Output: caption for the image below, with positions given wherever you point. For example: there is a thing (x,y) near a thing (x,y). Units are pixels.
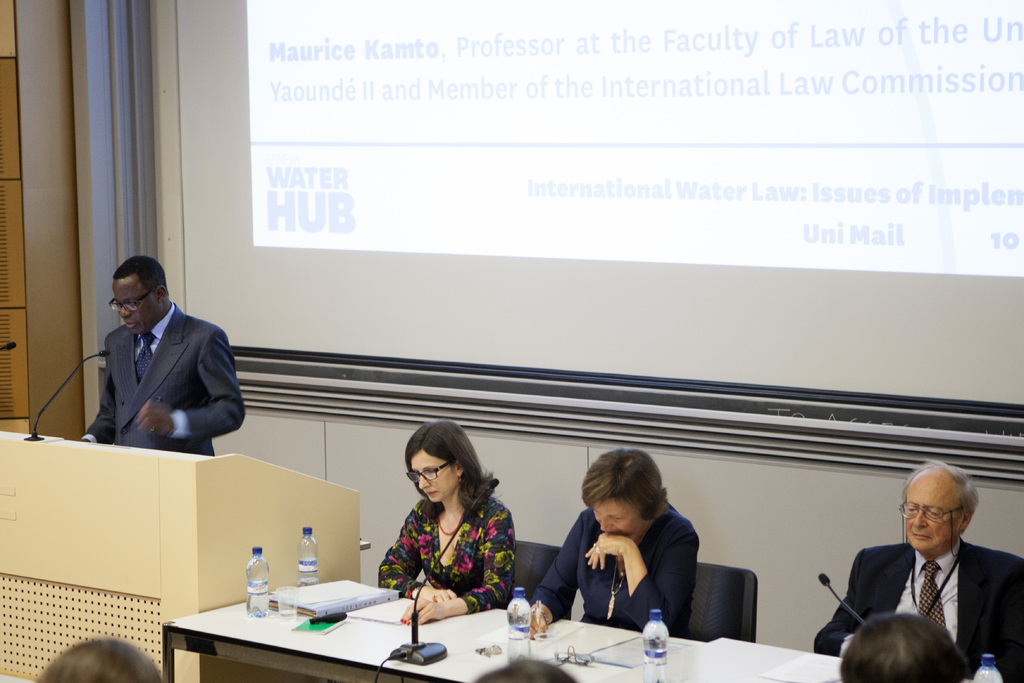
In this picture we can see a man (165,428) who is standing and talking on the mike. Here we can see three persons (688,603) sitting on the chairs (723,623). This is the table (263,632), on the table (458,669) there is a file (337,609), bottle (257,593), and paper (823,679). And there is a screen (702,211) and this is the wall (189,123).
